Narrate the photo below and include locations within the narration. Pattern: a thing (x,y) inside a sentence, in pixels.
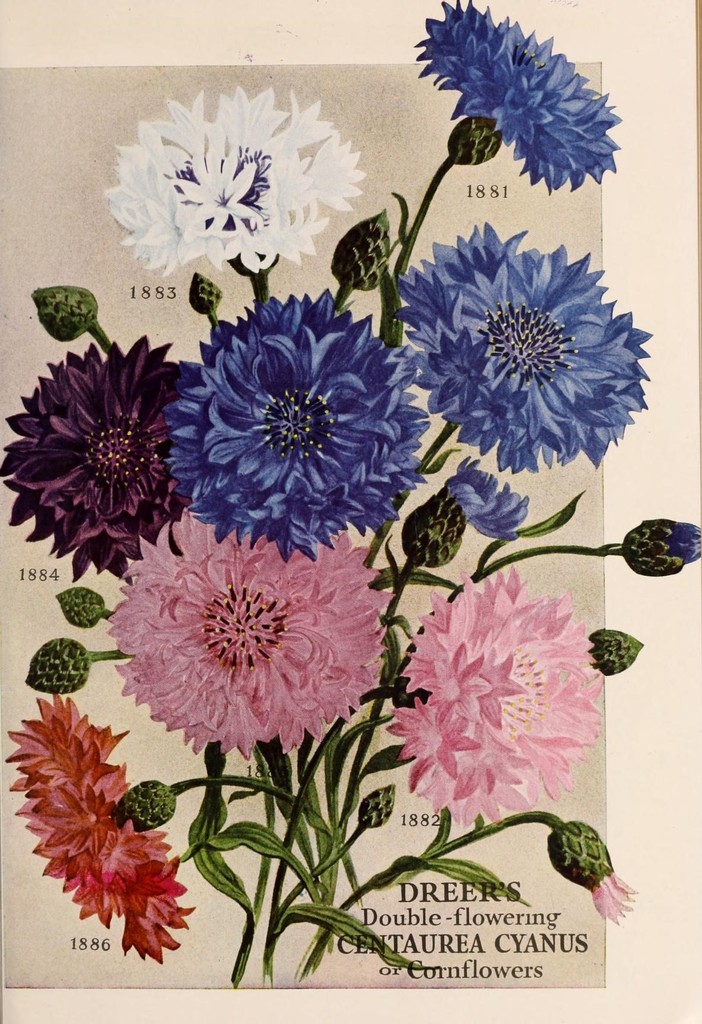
In this picture, we see a greeting card (385,419) on which a plant (302,826) containing the buds (70,659) and the flowers (177,468) are drawn. These flowers (368,427) are in white, pink, red, purple and violet color. In the right bottom (518,909), we see some text (469,892) written. In the background (98,76), it is white in color.
